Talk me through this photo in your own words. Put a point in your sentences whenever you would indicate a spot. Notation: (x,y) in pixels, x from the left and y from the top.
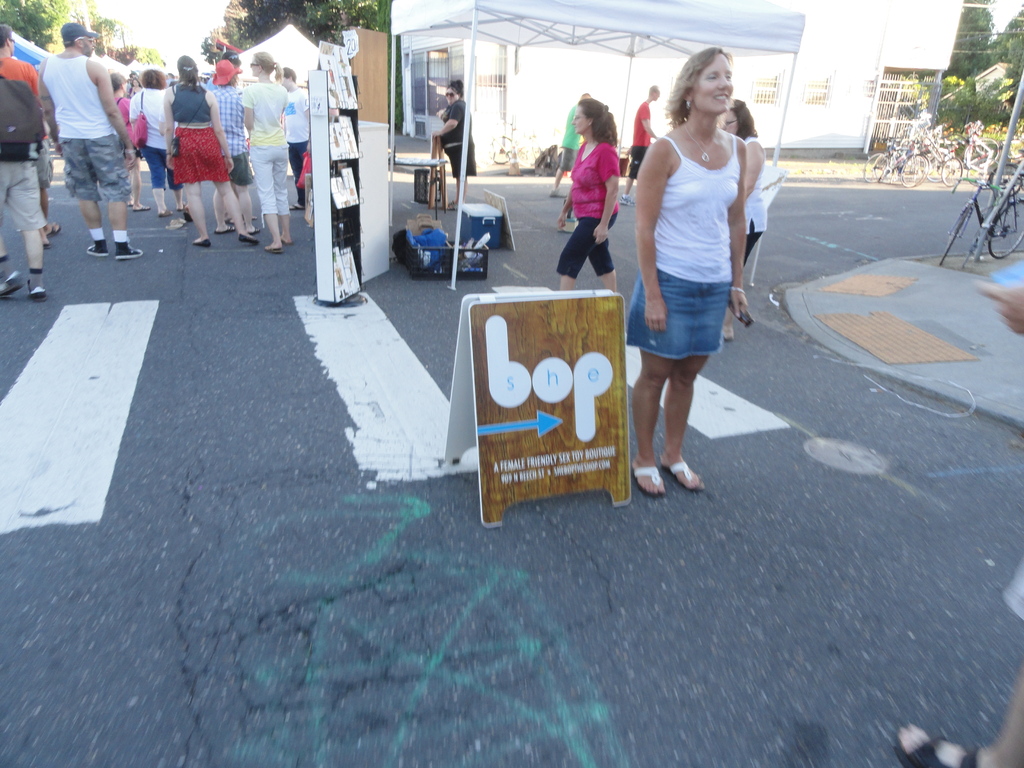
In this image there is a woman (702,247) who is wearing a white top (686,267) and a blue skirt (675,291) standing beside a banner (570,388). On the top left corner (213,117) there is a crowd (152,99). On the top right corner (978,81) we can see a tree (996,53) and a sky (1009,13). On the top (885,30) we can see a building (855,8) and tent (689,16). On the right (966,215) we can see a bicycle (979,214) which is stand by a pole (984,230). On the bottom corner (1007,759) we can see a leg (1017,750).
